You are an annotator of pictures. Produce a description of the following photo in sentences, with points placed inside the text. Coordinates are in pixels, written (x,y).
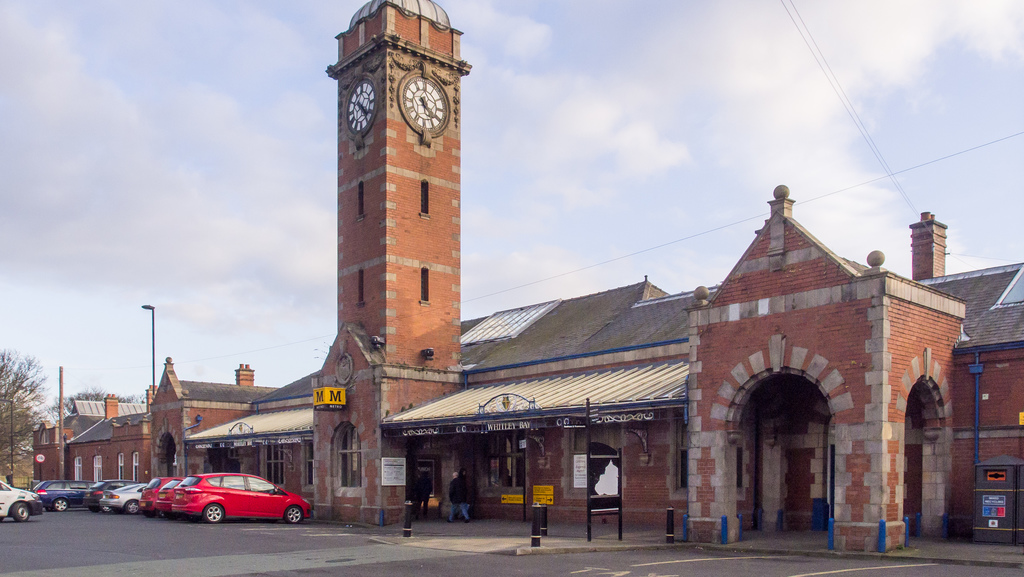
In this image I see a building (667,421) and I see 2 clocks (371,110) over here and I see few boards (402,481) and I see 2 poles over here and I see the path (174,534) on which there are few cars (118,503) over here and I see few people (420,506) over here and in the background (22,465) I see the trees (6,451) and the sky (485,171) and I see wires (901,172).
